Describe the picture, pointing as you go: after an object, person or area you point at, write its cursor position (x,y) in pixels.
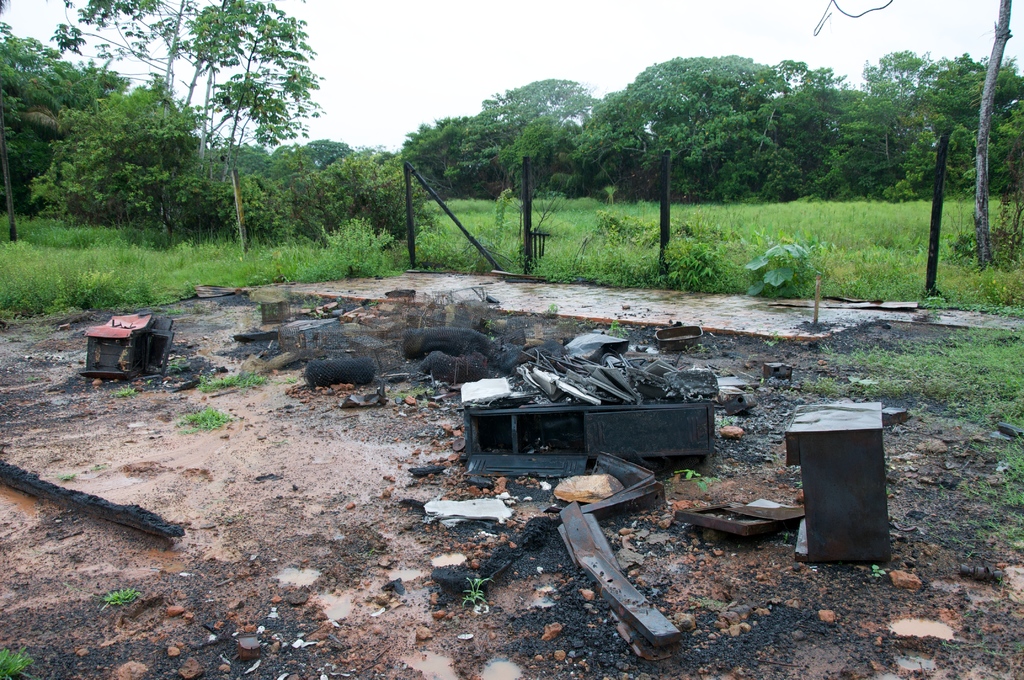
In the center of the image (656,449) we can see the waste objects (482,428). In the background of the image (988,126) we can see the trees (654,171), grass (826,219), poles (933,228) and plants (422,197). At the bottom of the image (308,604) we can see the ground (409,600). At the top of the image (420,60) we can see the sky (398,97).
